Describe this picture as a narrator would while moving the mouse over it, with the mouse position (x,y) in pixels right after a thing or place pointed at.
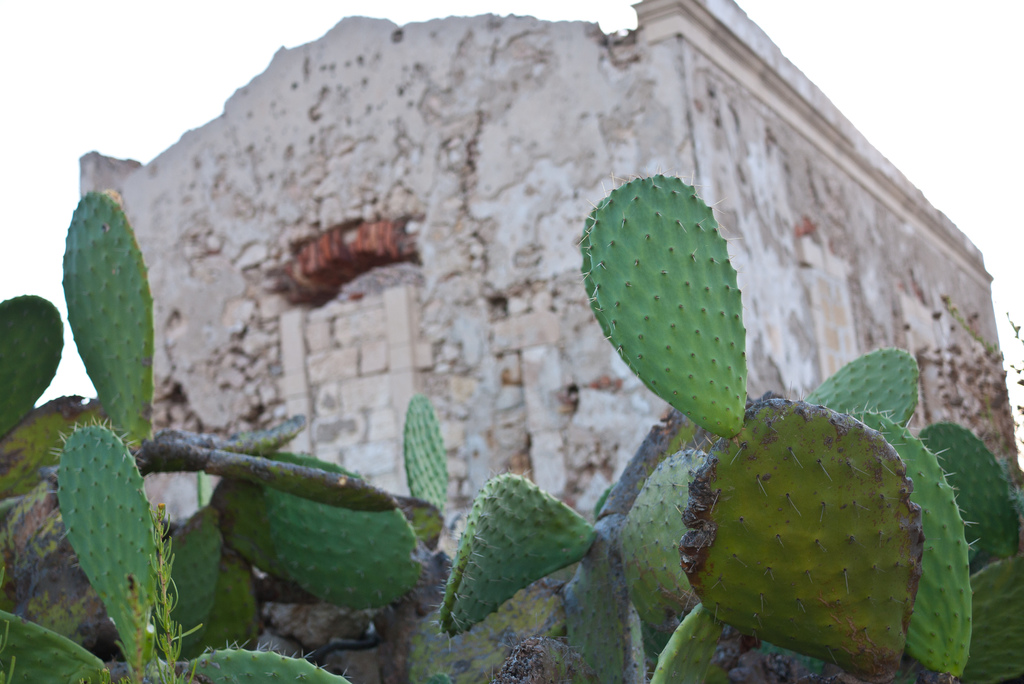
In this image we can see one building (384,244) looks like a fort (962,355), one tree (188,432), some plants (111,411) on the ground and at the top (536,13) there is the sky (597,13).
